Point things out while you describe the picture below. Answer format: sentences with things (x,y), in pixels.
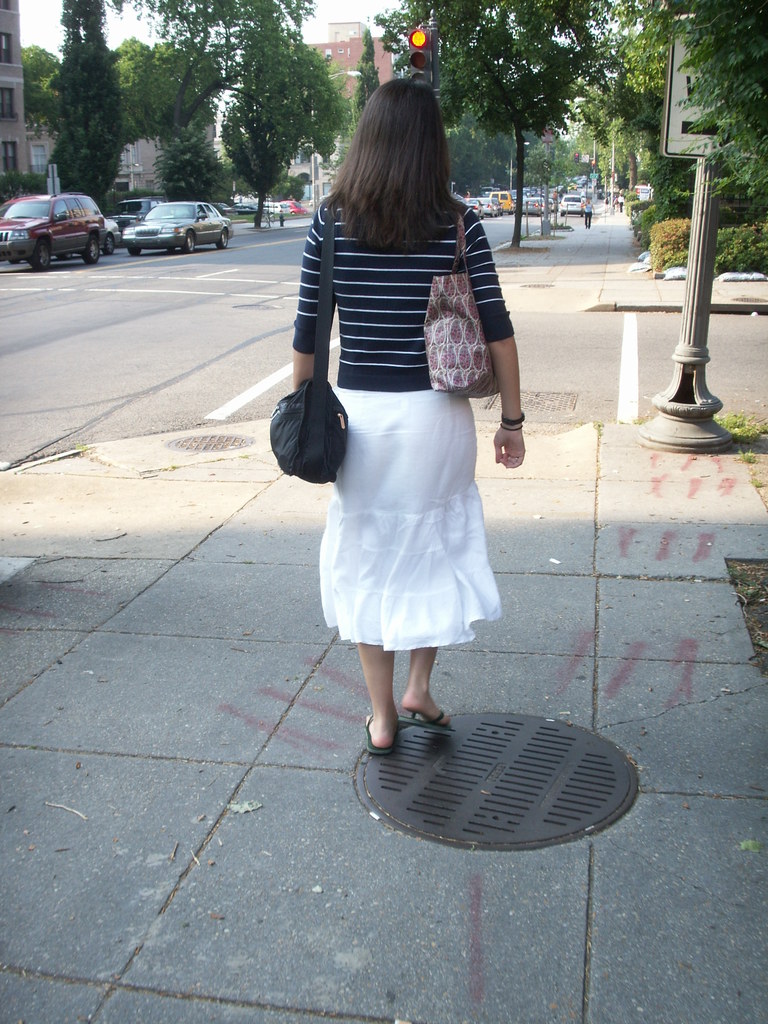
In this image, there are a few people (410,219). Among them, we can see a lady (362,466) carrying bag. We can see the ground (255,746) with some objects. There are a few vehicles (132,244), trees (138,90), plants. We can also see some grass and a pole (702,192) with a board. There are a few houses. We can also see the sky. We can also see some traffic lights (422,61).
